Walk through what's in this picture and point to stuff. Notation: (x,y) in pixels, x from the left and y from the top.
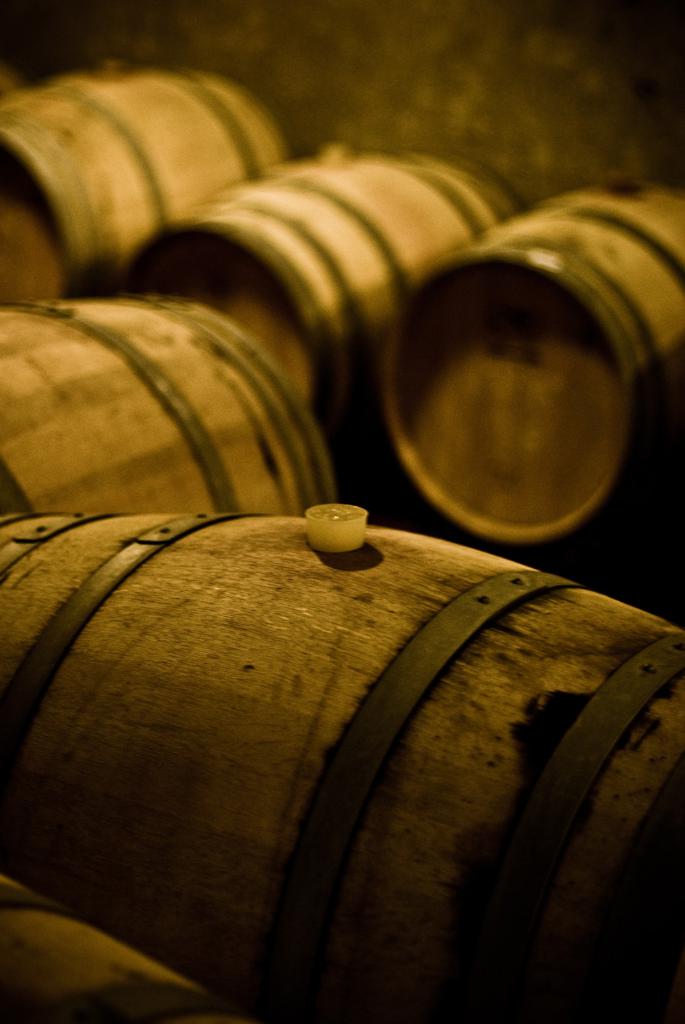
In this image I can see few wooden barrels (286,659) which are brown in color and I can see a cork (335,518) to the barrel (294,543). I can see the blurry background (375,508).
